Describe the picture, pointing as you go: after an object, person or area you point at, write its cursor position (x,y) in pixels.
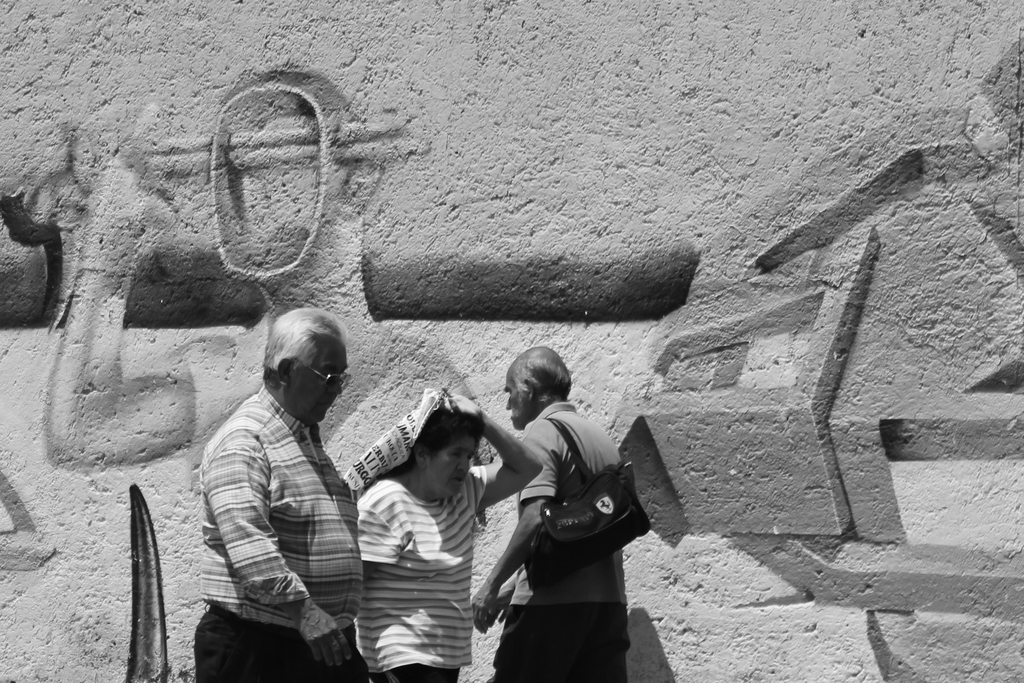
This is a black and white image. In the foreground of the picture (433,529) there are three persons (419,517) walking. It is sunny. In the background (282,207) it is wall (611,291) painted with different pictures (550,311).
